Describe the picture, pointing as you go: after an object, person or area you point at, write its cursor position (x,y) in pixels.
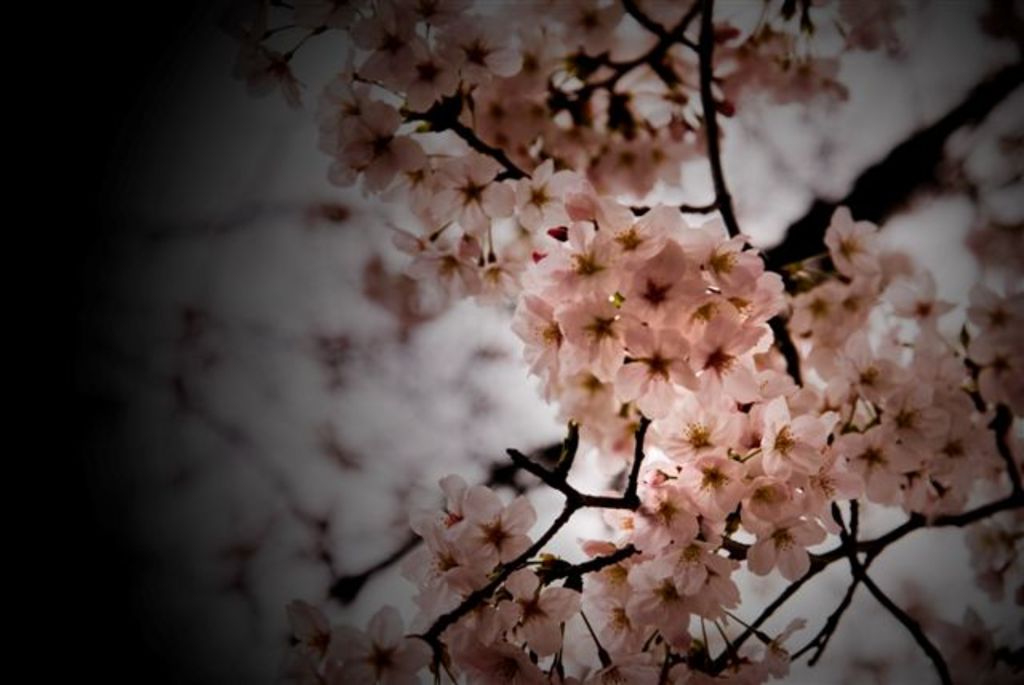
In this image flowers (652,377) of a plant (542,243).
